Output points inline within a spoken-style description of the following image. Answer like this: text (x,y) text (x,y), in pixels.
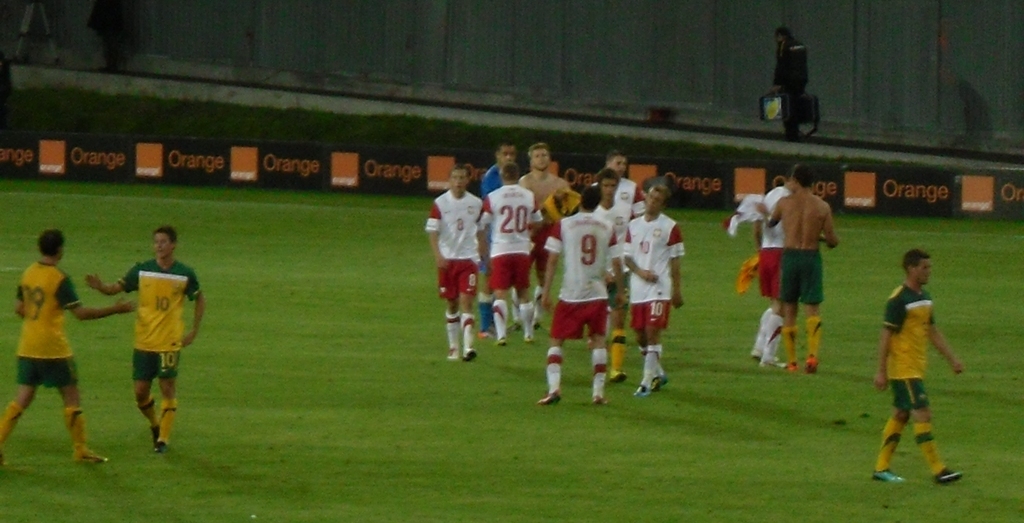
There are groups of people (155,297) standing and few people (891,314) walking. This looks like a hoarding (349,173). I think this is the football ground (321,390). Here is a person (793,51) holding the objects (763,111) and walking. This looks like a wall (534,31).
